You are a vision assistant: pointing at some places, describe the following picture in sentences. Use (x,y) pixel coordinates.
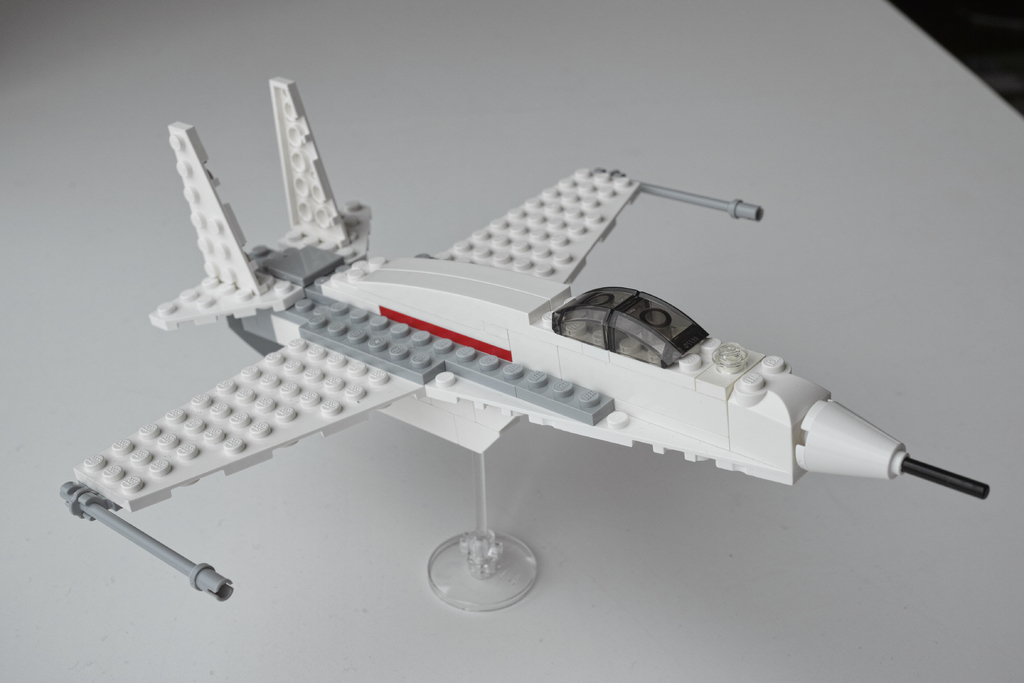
In the image there is a lego aeroplane (341,372) on a white table (702,106).
